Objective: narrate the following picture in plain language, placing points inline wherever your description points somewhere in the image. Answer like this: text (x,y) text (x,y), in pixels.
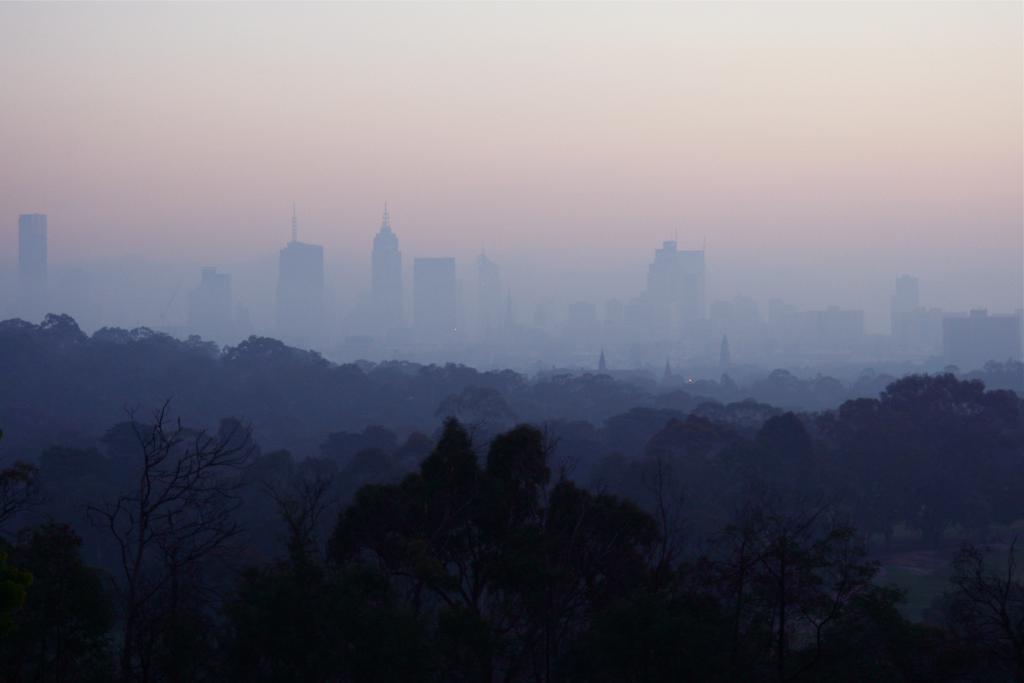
In this picture we can see there are trees (393,407), buildings (498,300), fog (246,294) and the sky (575,172).
